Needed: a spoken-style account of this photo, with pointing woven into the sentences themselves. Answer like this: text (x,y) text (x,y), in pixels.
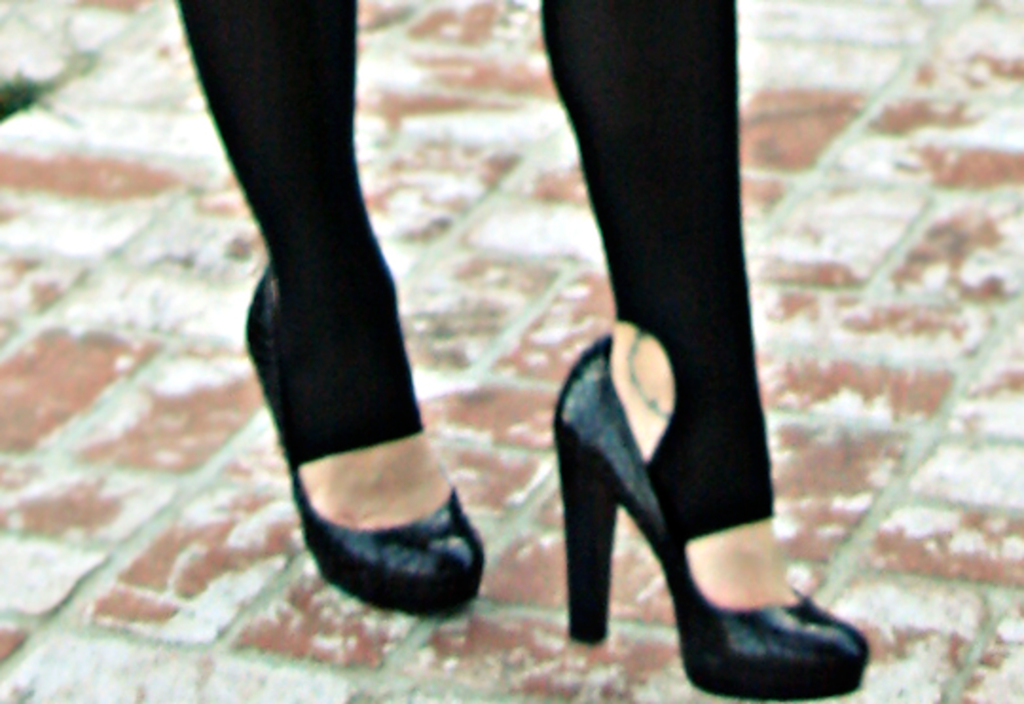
In this image we can see the person's legs (239,100) with black shoes (628,430) on the floor (878,195).
